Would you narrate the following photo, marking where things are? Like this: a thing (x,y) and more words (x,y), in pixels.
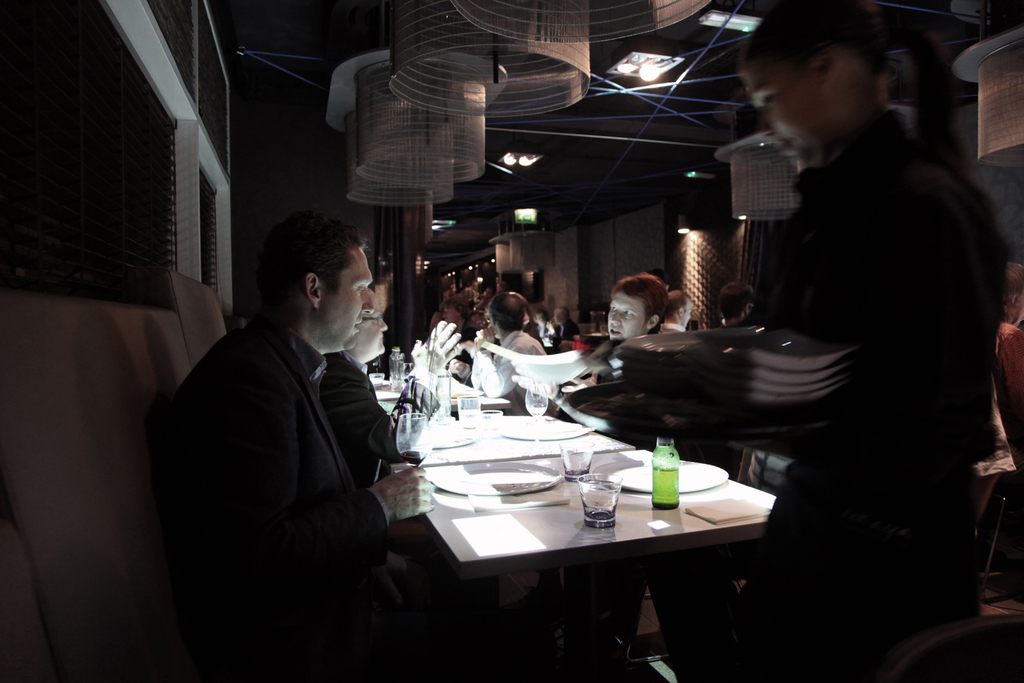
In this image, there are group of people (304,533) sitting in the dining hall (229,259). There are two persons (325,290) sitting in the left of the image (129,569) on the sofa chair (125,338). On the top left (202,112), I can see a glass window (149,71) and dark blinds (164,182). On the right (800,68), I can see a girl (819,189) standing and holding tray (699,390) of plates (797,385). In the middle (404,439) there is a table (677,522) where plates (687,484), bottle (661,498), glasses (583,482) are kept. There is a roof top (335,60) on the top of the background (654,57) and a lamp light (642,66). There are group of people (512,305) sitting in the middle of the background (501,314).
